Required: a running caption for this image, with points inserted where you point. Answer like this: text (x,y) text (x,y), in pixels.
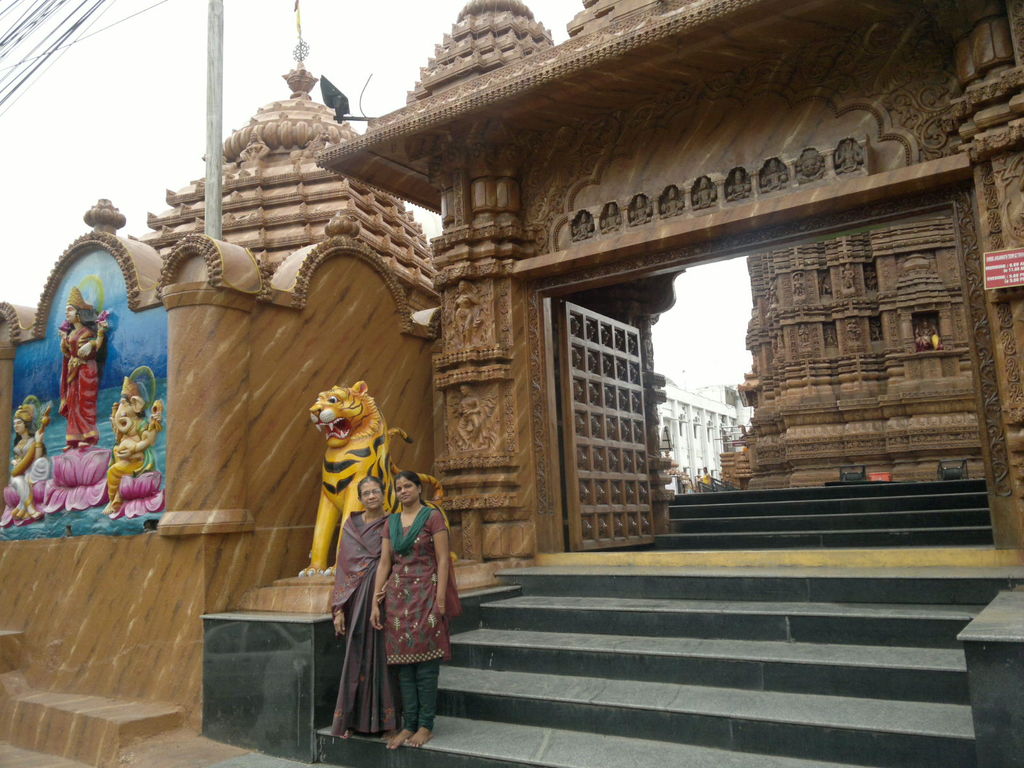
In the image, it is a temple (727,741) and there are two people (373,613) standing in front of a tiger statue (354,446) and posing for the photo at the entrance (699,558) of the temple (762,579).
